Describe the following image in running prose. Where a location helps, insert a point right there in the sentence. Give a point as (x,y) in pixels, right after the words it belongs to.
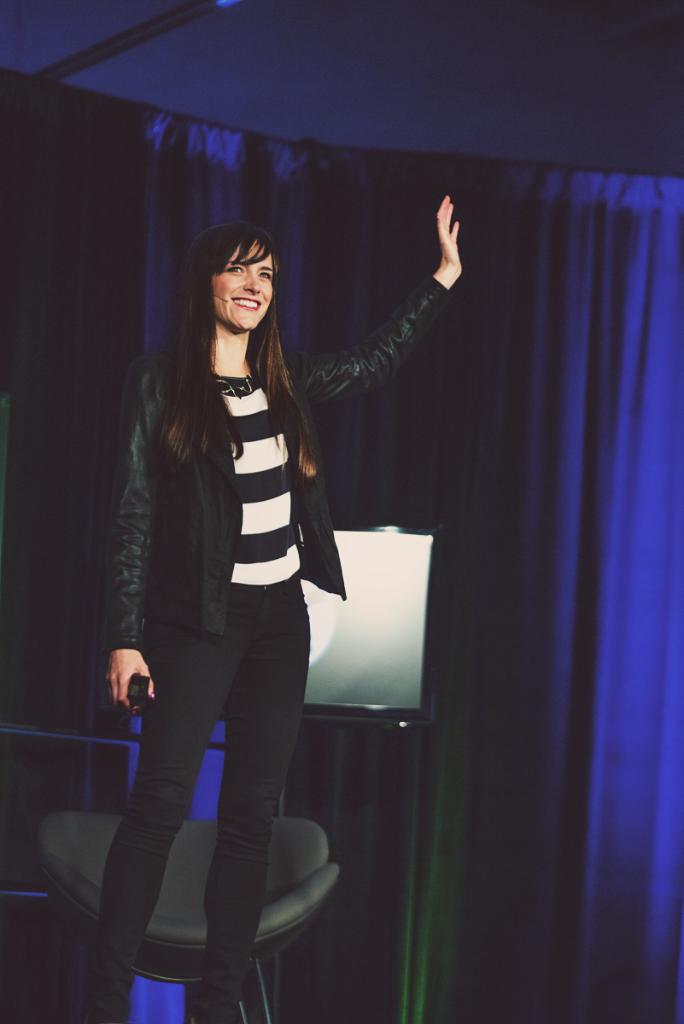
In the backdrop (336,254) we can see blue color curtain (660,504). We can see a woman (128,841) standing, wearing a jacket (210,462) and she is waving her hand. She is smiling.
